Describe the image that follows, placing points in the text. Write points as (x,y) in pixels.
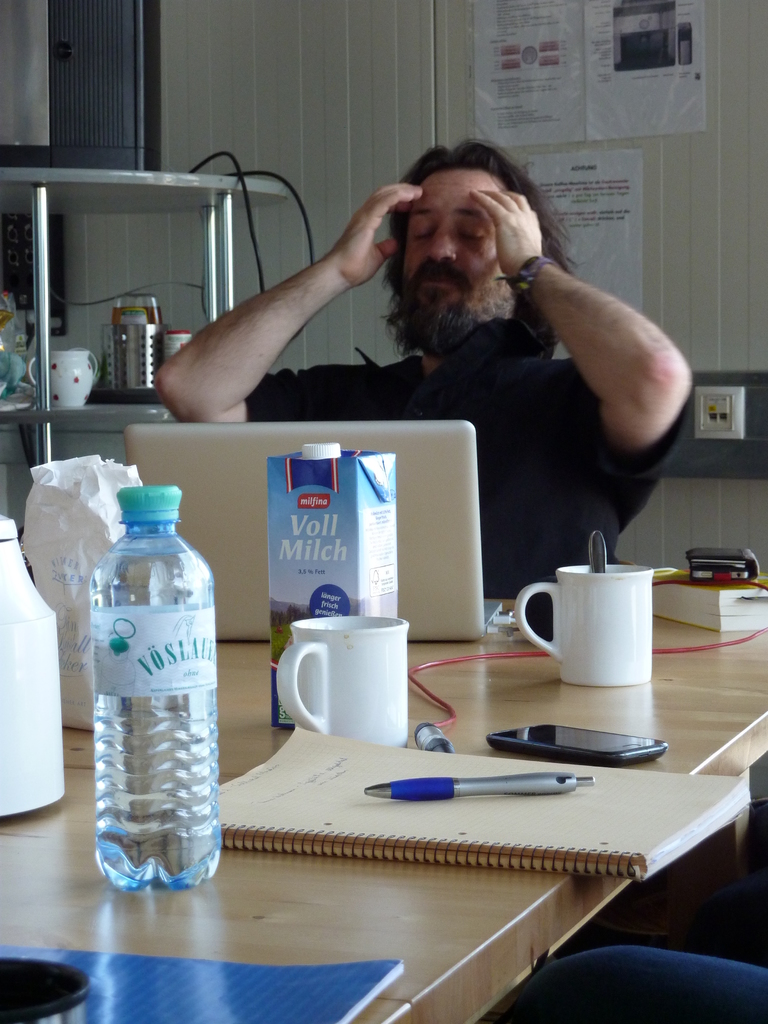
In this image there is one person (544,391) who is sitting and holding his head (441,247) and in front of him there is one table (694,635). On the table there is one bottle (158,682) and two cups (576,660), one book (601,827), pen (521,790) and one mobile phone (596,735) is there on the table (632,726). On the right side (716,618) there is one book (700,617) on the left side of the top corner there is one cupboard (227,204) and one cup (77,367) on it on the top of the right corner (529,79) there are three posters (578,121).
